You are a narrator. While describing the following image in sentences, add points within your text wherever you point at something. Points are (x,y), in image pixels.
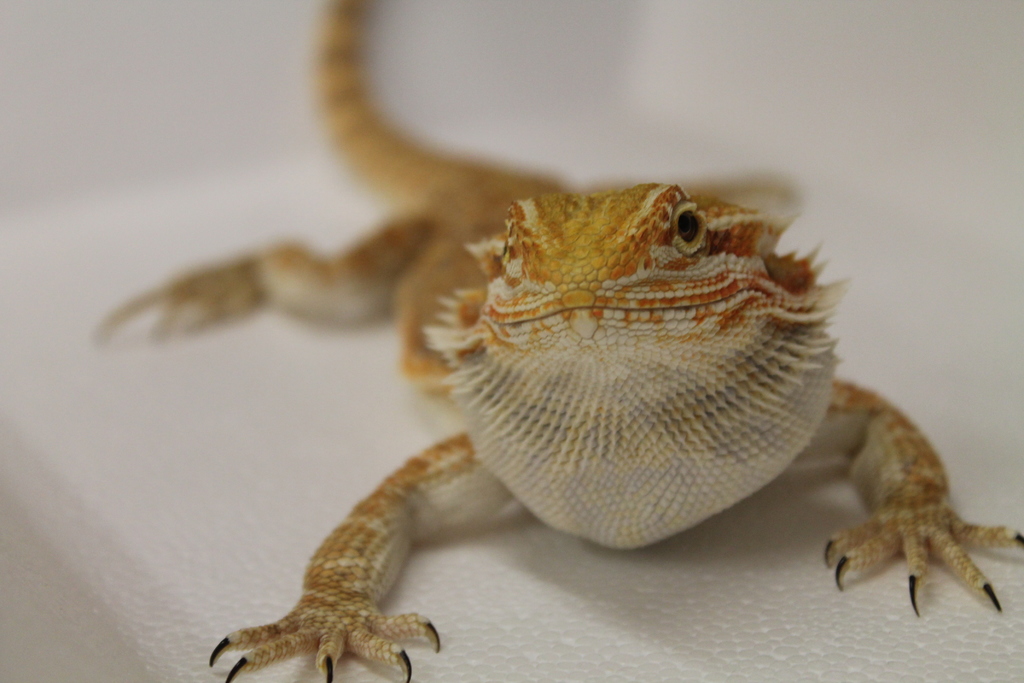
In this image I can see the reptile (669,434) which is in brown and cream color. It is on the white color surface (591,651).
